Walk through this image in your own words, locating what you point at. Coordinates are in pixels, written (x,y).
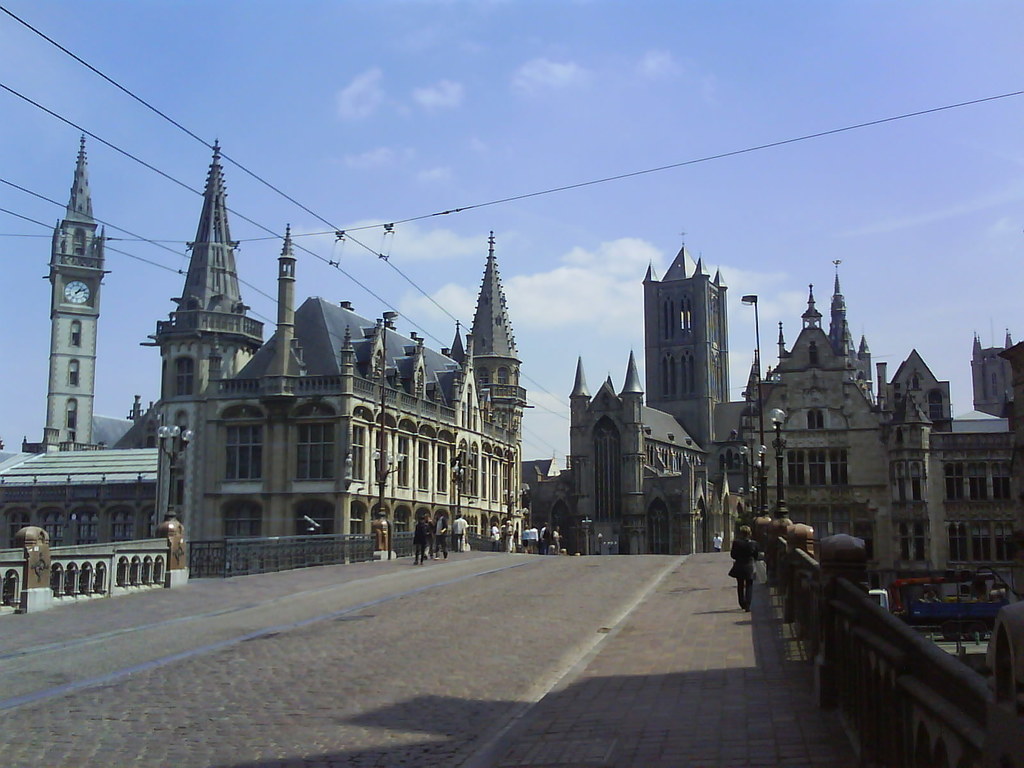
In this picture we can see some buildings (278,405) and a clock tower (74,437) on the left side of the image (329,496). In the front (643,660) bottom side we can see some people (444,538) walking on the bridge (409,552). On the top (523,160) we can see the sky (461,180) and clouds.
